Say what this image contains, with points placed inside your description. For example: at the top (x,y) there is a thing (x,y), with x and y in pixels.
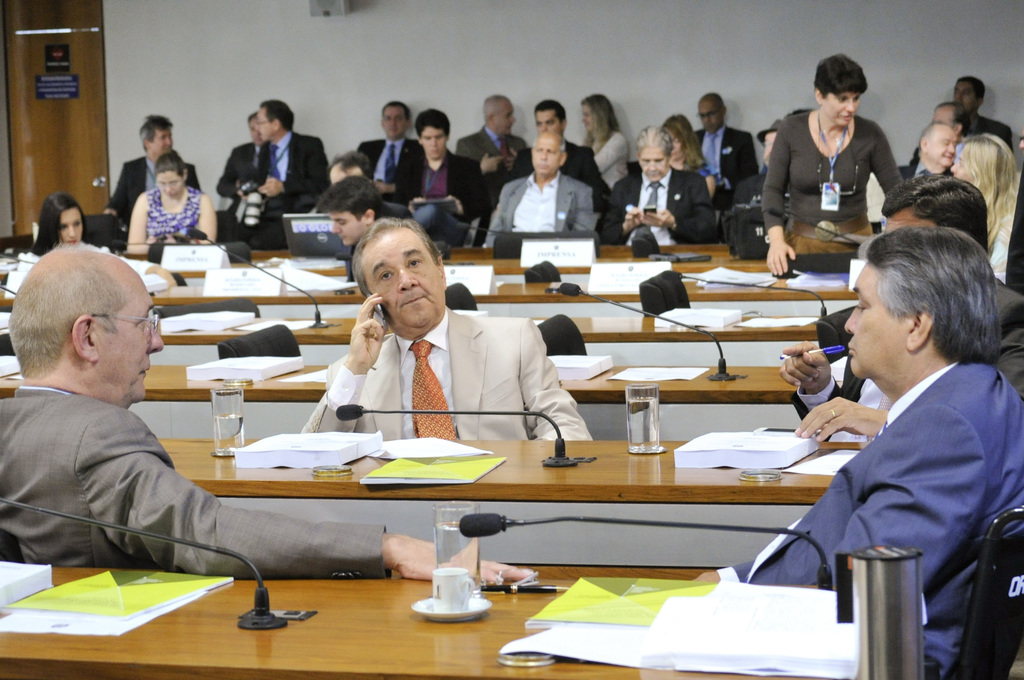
There is a group of persons (427,159) sitting on the chairs (672,297). There are glasses (225,418), papers (586,369) and Mics (694,327) are present on the tables (293,403) as we can in the middle of this image (596,397). There is a white color wall (466,71) in the background (475,79). There is a door (27,135) at the top left corner of this image (85,127). The person (430,335) sitting in the middle (417,367) is holding a mobile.
